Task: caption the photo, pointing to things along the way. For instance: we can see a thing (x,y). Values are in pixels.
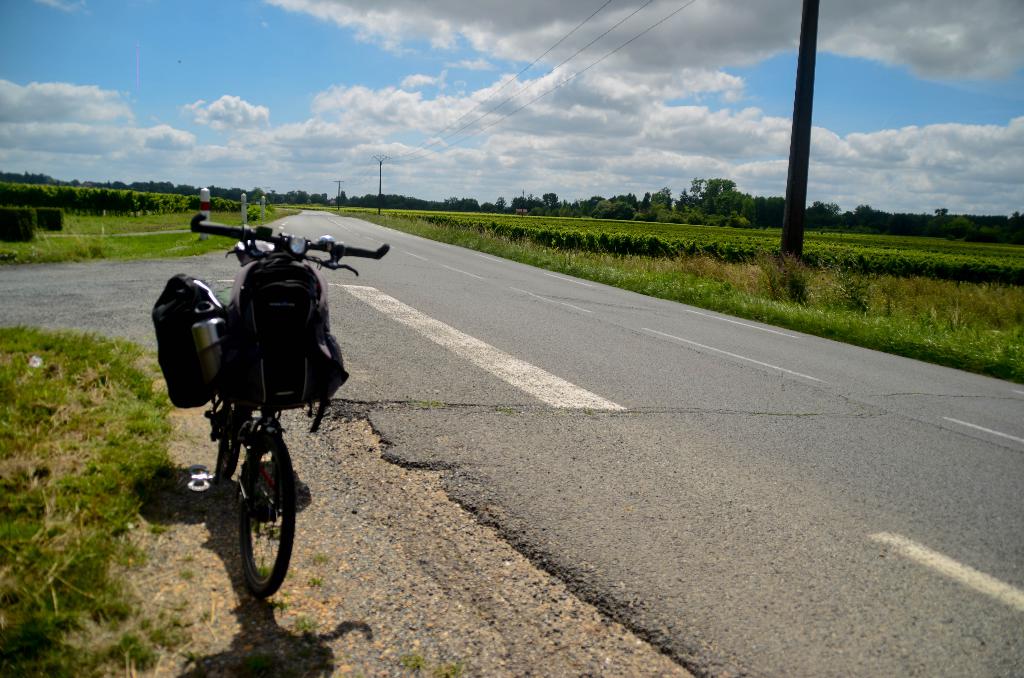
At the top of the image (372,49) we can see sky (356,52) with clouds (467,95), electric poles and electric cables (474,119). In the middle of the image (673,246) we can see crops (689,251) and poles (208,199). At the bottom of the image (274,590) we can see a bicycle (262,487) with two bags (275,340) on the back of it, road (439,372) and stones (392,495).
